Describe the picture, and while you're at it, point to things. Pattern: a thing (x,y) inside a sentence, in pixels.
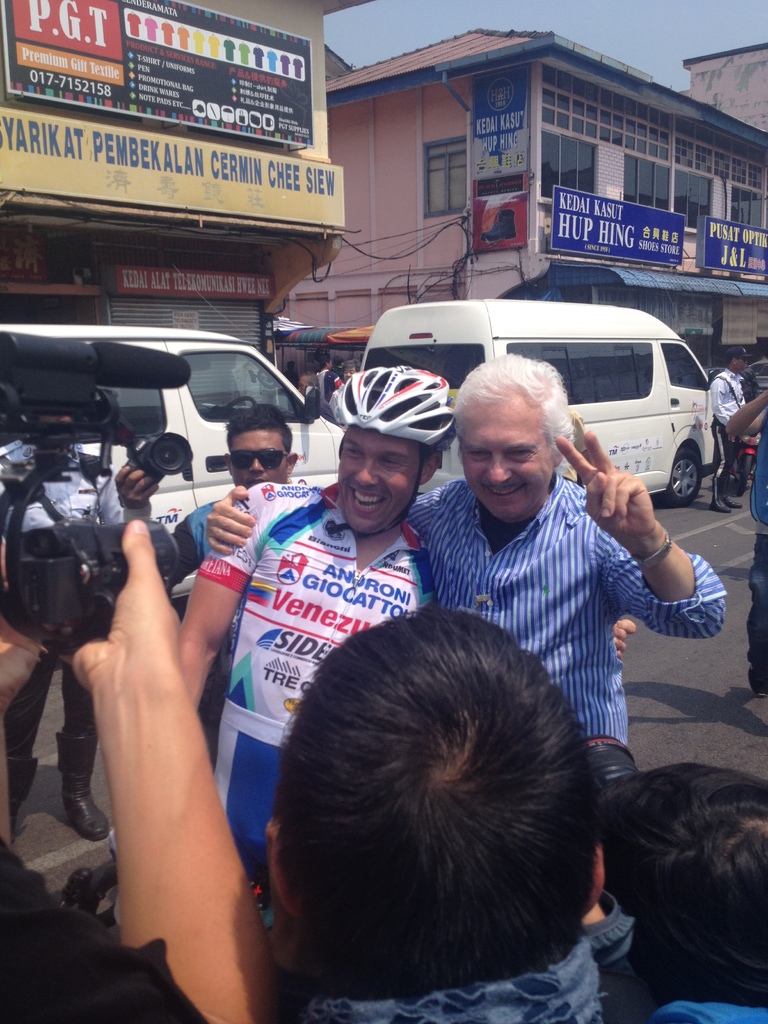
In this image, there are two men (494,527) standing and smiling. On the left side of the image (141,690), I can see a person's hands (148,655) holding a video recorder (103,572). These are vehicles (437,330) on the road (694,513). I can see the buildings (643,112) with the name boards (706,244). Here is another person (179,553) holding a camera (165,472).
